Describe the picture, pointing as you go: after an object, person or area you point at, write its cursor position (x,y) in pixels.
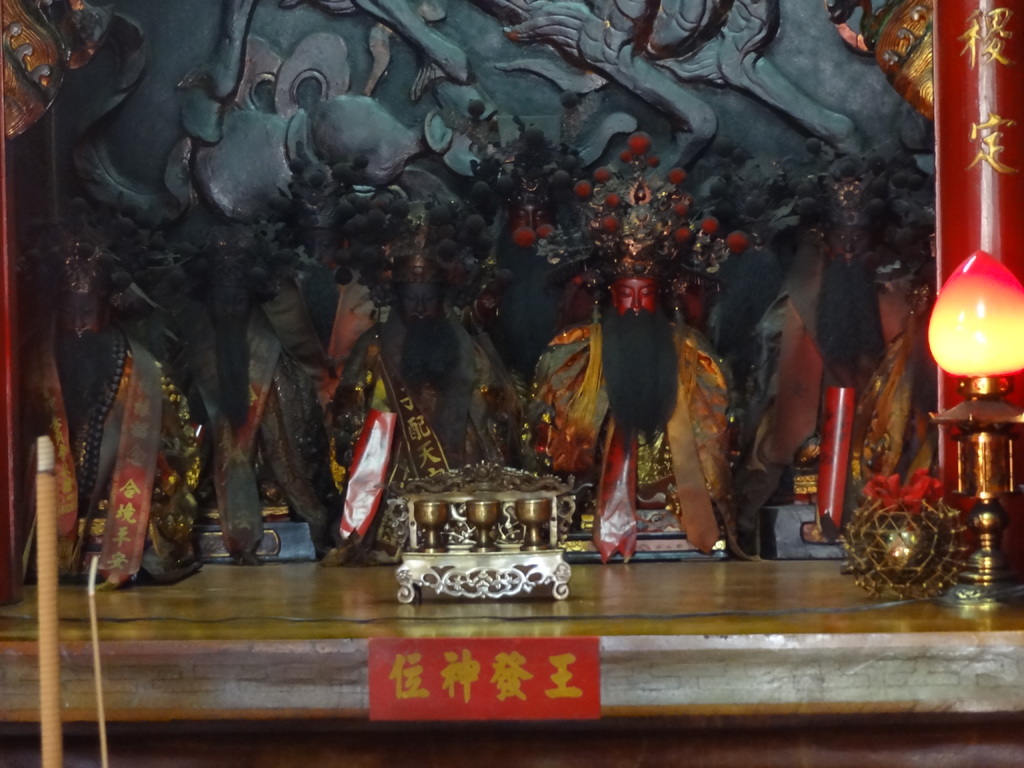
In this image there are statues of god (591,422) on the floor (707,580), there are objects (496,577) on the floor (249,595), there is an incense stick (48,724) truncated, there is a red color board (485,674) on the wall (725,673), there is a pillar (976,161) truncated towards the left of the image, there is a lamp (985,315) on the stand (989,516), there is an object (56,48) truncated towards the left of the image (53,89).
